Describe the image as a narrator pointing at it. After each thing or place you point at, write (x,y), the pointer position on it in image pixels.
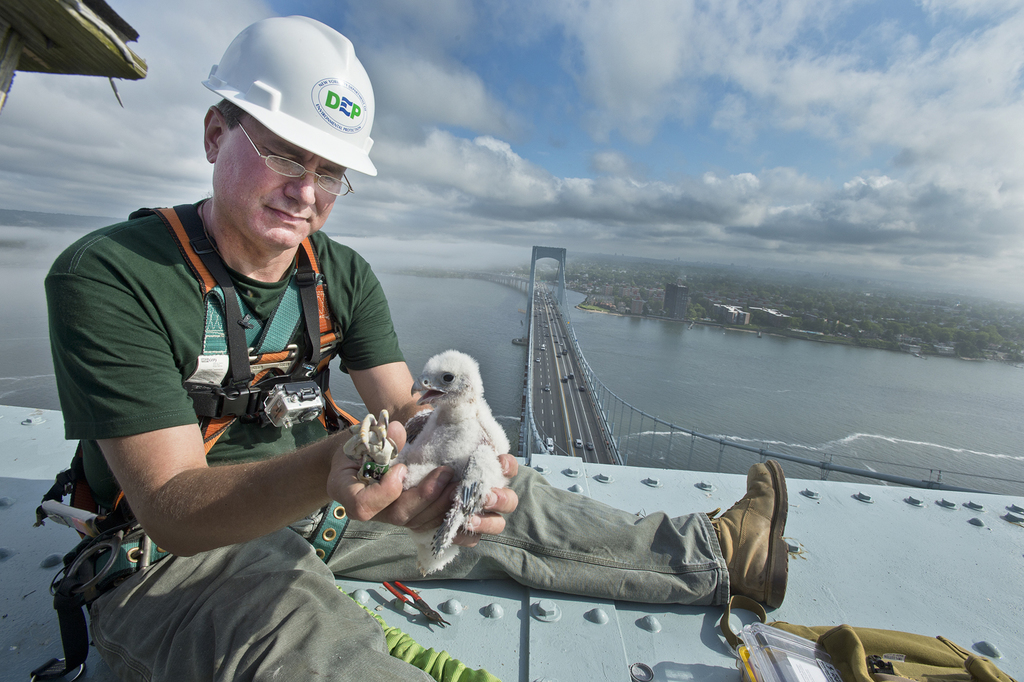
This is the man (364,570) holding a small bird (425,449) in his hands (418,491) and sitting. This looks like an iron board (897,544). He wore a helmet (324,72), spectacles (289,171), T-shirt (151,366), trouser (277,612) and shoes (740,531). I can see a bag (948,668) and a cutting plier (424,609). This is the bridge (542,352) with few vehicles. This looks like a river (473,309) with the water (748,380) flowing. These are the buildings (666,296). I can see the clouds (435,183) in the sky (569,81).
